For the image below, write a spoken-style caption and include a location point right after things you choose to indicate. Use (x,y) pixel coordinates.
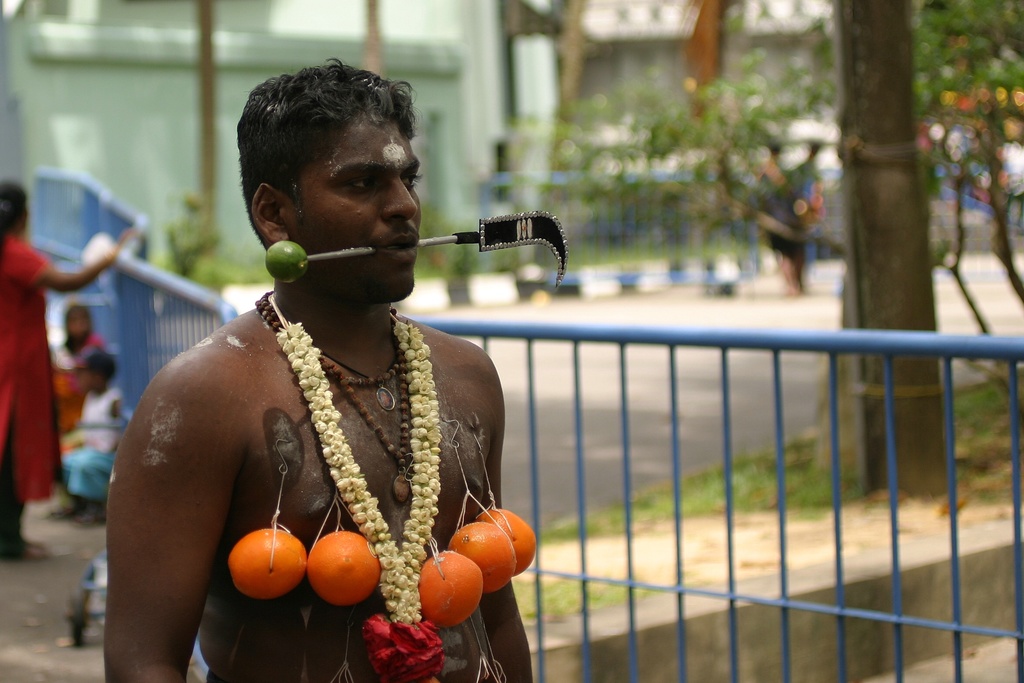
In this image we can see a man (454,417) wearing a garland (420,423) and oranges (434,604) holding a stick (557,268) and a lemon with his mouth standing beside a fence (575,335). On the backside (812,497) we can see some people (788,284), grass (800,493), the bark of a tree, some plants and some buildings (490,155).
